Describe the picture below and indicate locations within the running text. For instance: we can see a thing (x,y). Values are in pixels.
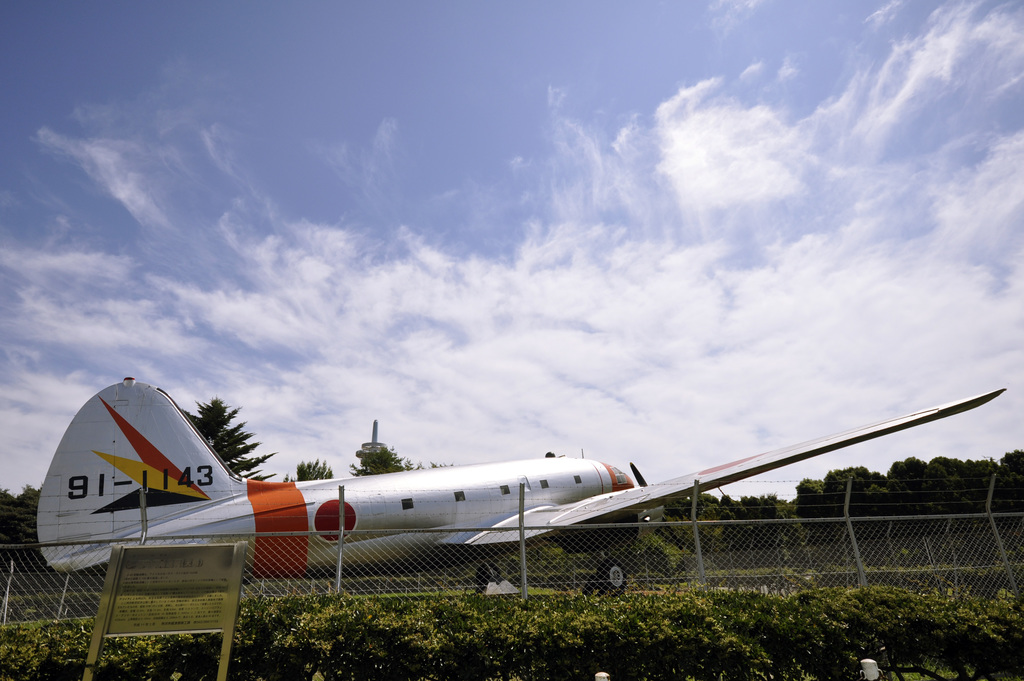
There is an aeroplane (206,526). Here we can see a fence (543,587), plants (322,595), board (221,587), and trees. In the background (693,328) there is sky (587,229) with clouds (587,400).
